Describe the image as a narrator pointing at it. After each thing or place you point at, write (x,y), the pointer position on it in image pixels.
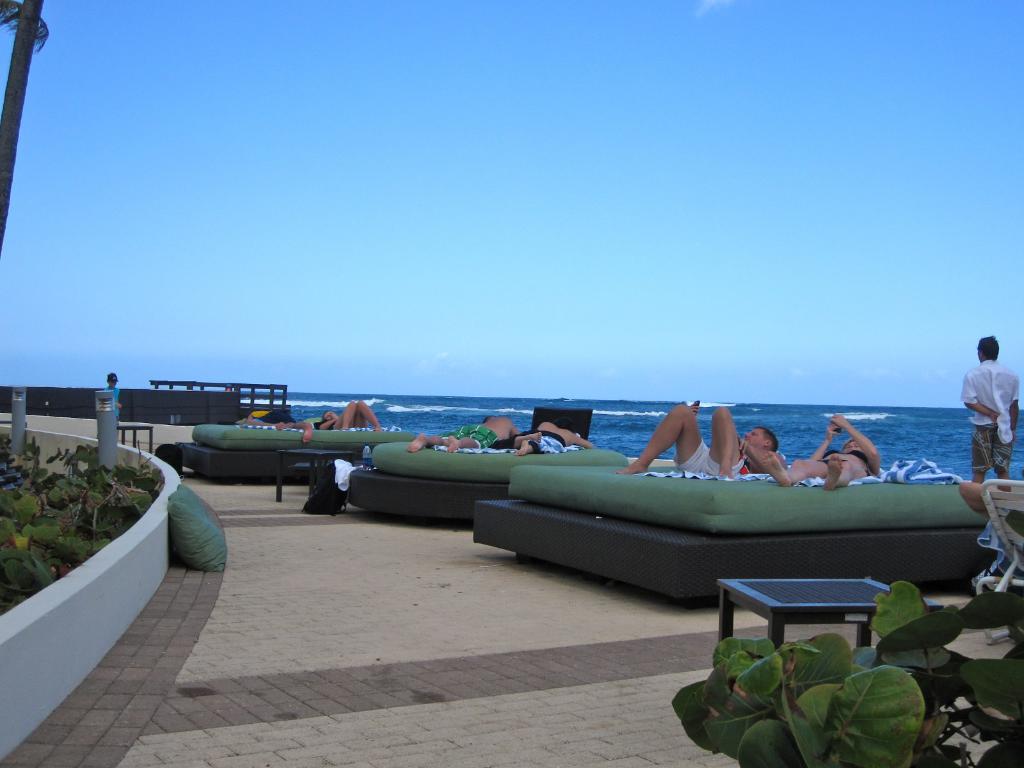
In the center of the image (508,427) there are people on the beds (648,478). At the bottom of the image (373,686) there is floor (308,699). In the background of the image (443,373) there is sky (661,373) and water (886,427). To the left side of the image (96,482) there are plants (61,536). At the bottom of the image (687,723) there is a plant (755,712).
